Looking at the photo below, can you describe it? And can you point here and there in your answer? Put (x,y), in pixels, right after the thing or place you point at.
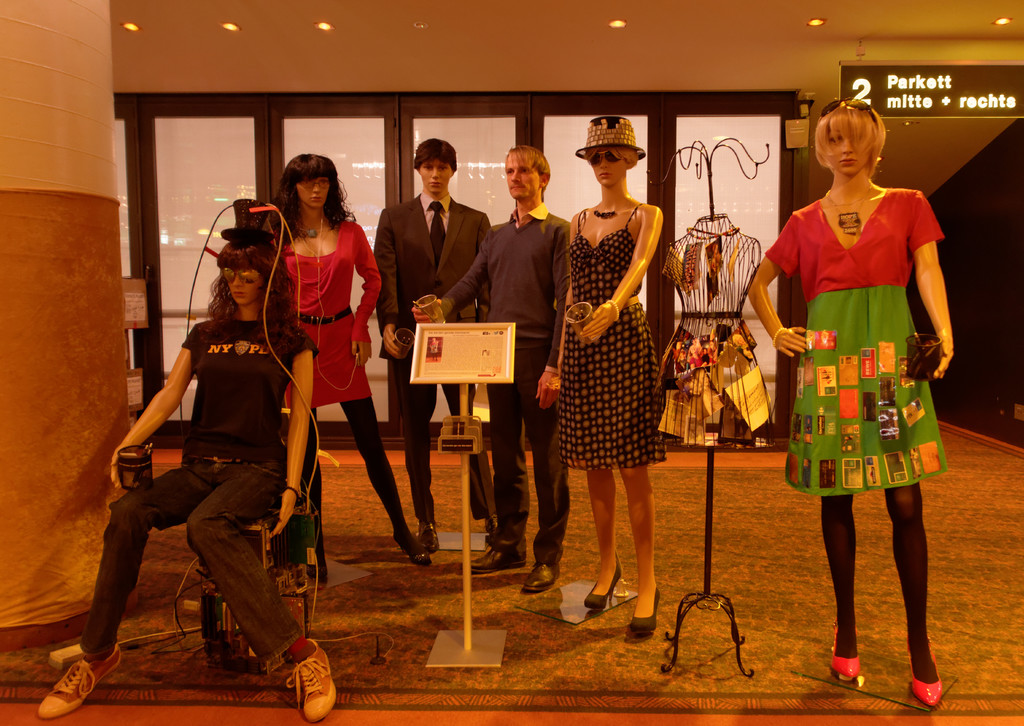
In the image we can see some mannequins (589,499). Behind them there is wall (1013,424). At the top of the image (457,18) there is roof (159,21) and lights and banner (1005,92).
